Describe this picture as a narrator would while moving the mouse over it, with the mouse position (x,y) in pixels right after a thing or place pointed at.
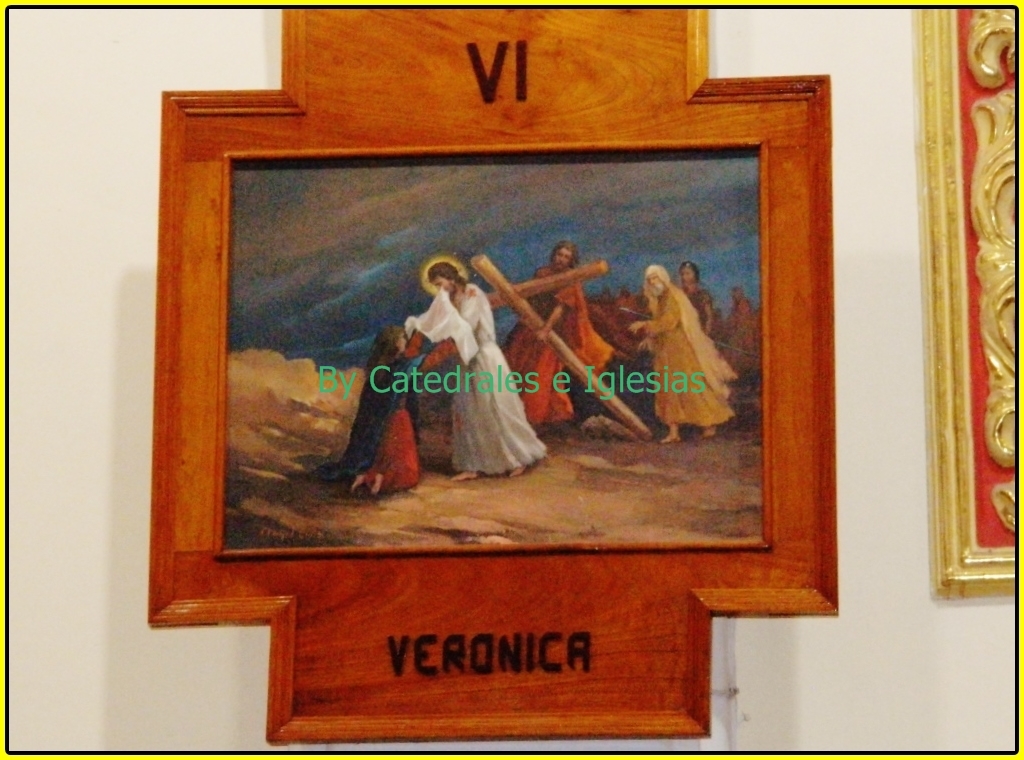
In this image I can see there is a photo frame (444,120) placed on the wall (48,736) and there is an image (429,457) of people (443,339) standing and holding a wooden cross (513,301).
